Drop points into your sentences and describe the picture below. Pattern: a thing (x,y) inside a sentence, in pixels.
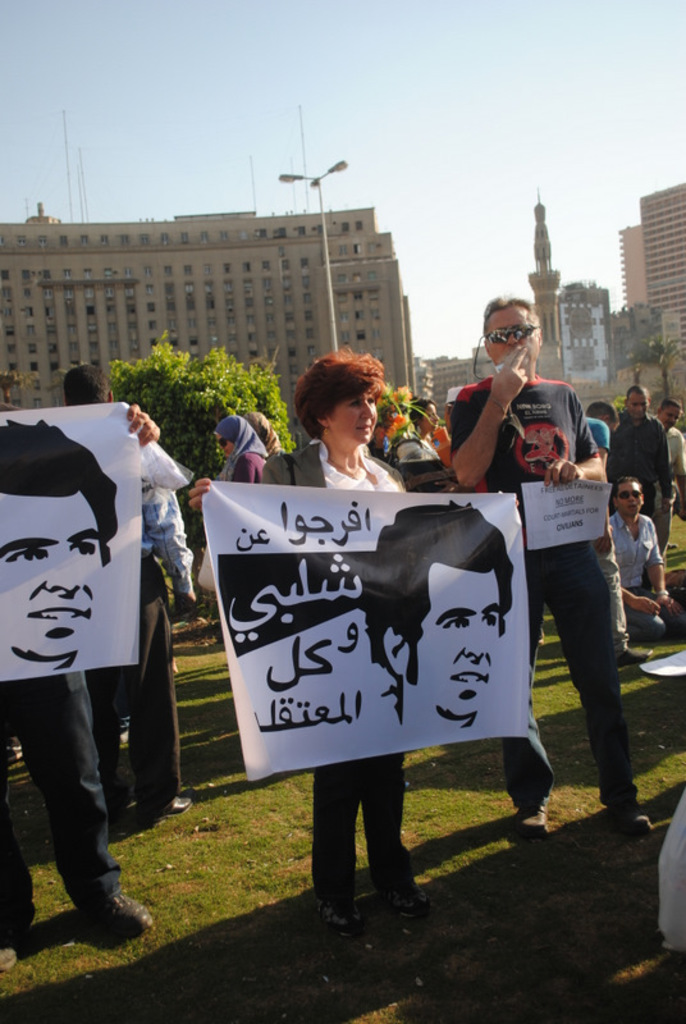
In the foreground of the picture (370,432) there are people (370,432) holding placards (452,518) and there is grass (561,874) at the bottom (540,849). In the center of the picture (237,389) there are trees (196,394), street light (326,248) and other objects (421,410). In the background (294,326) there are buildings (383,340) and sky (278,181).
